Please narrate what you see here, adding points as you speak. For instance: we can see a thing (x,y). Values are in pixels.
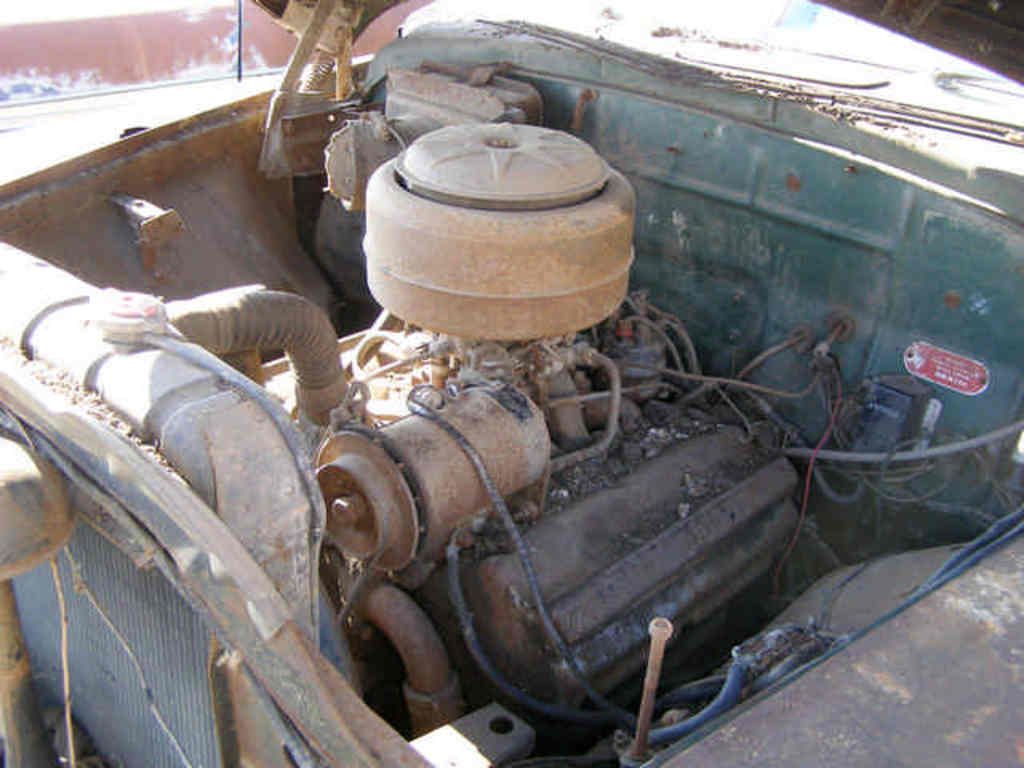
In this image I can see the motor (414,315) in the vehicle (406,297). To the side I can see the road (118,103) and the brown color wall (186,41).
